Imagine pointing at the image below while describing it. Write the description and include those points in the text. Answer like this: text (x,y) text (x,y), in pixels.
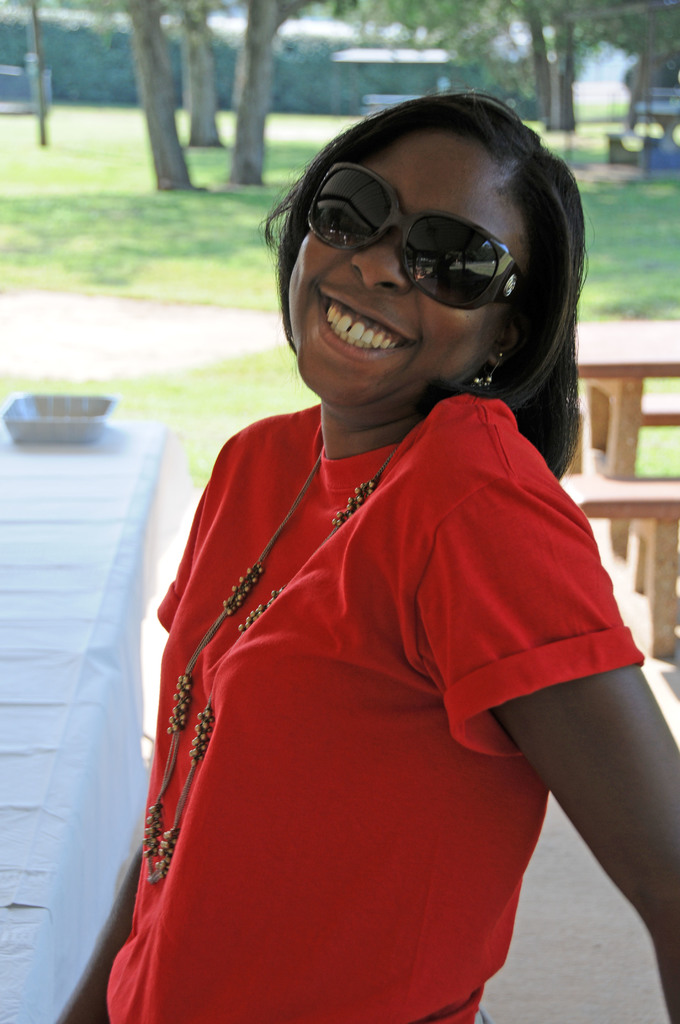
In the center of the image (344,596) we can see one woman (469,732) is standing and she is smiling. And we can see she is wearing glasses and she is in a red color t shirt (417,586). In the background (228,197), we can see trees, grass (44,385), tables (650,529), one cloth (144,475), benches (668,517), one basket (37,432) and a few other objects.
